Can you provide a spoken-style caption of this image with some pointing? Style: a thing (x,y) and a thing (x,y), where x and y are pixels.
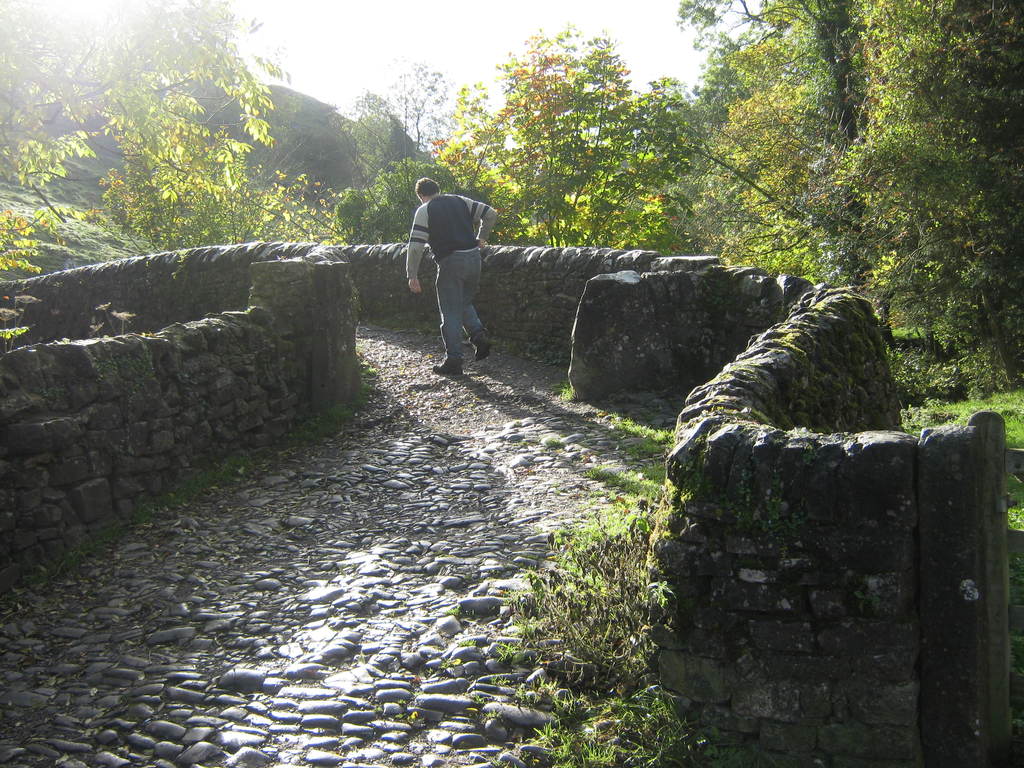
In this picture there is a man (449,209) in the center of the image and there is pebbles floor (406,619) in the center of the image (422,453), there are trees (969,69) in the background area of the image (383,212).
